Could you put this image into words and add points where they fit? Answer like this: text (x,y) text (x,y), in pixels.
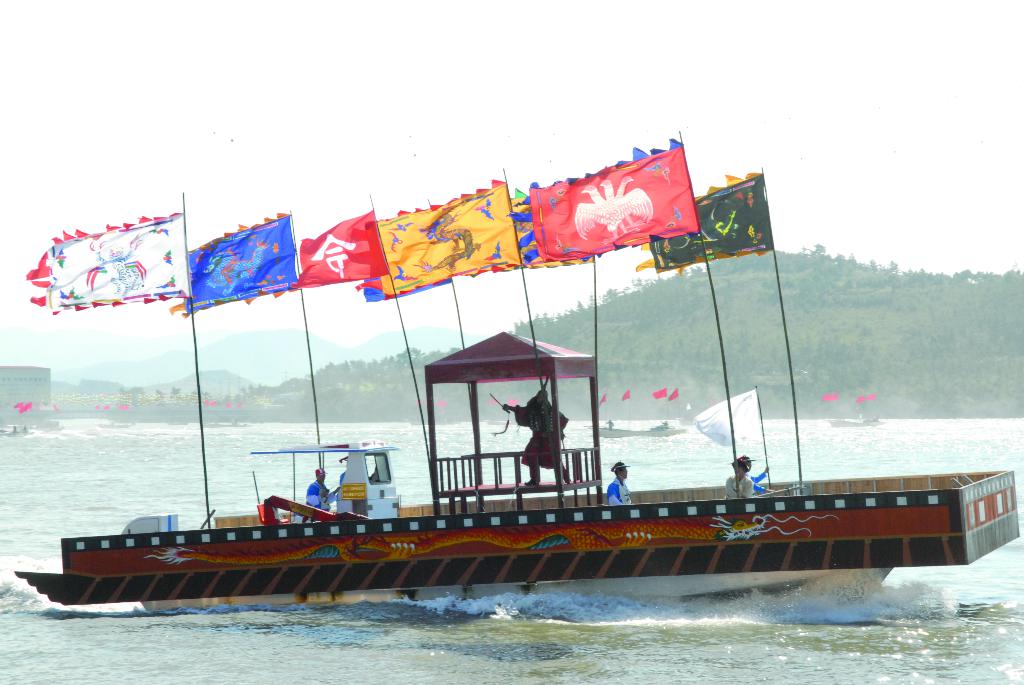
In this image I can see the water (374,632), a boat (451,568) on the surface of the water (498,599) and in the boat (500,553) I can see few persons (619,478) and few flags (618,221). In the background (523,307) I can see few boats (664,428), few flags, few mountains (630,311), few trees (687,280), few buildings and the sky (521,104).
